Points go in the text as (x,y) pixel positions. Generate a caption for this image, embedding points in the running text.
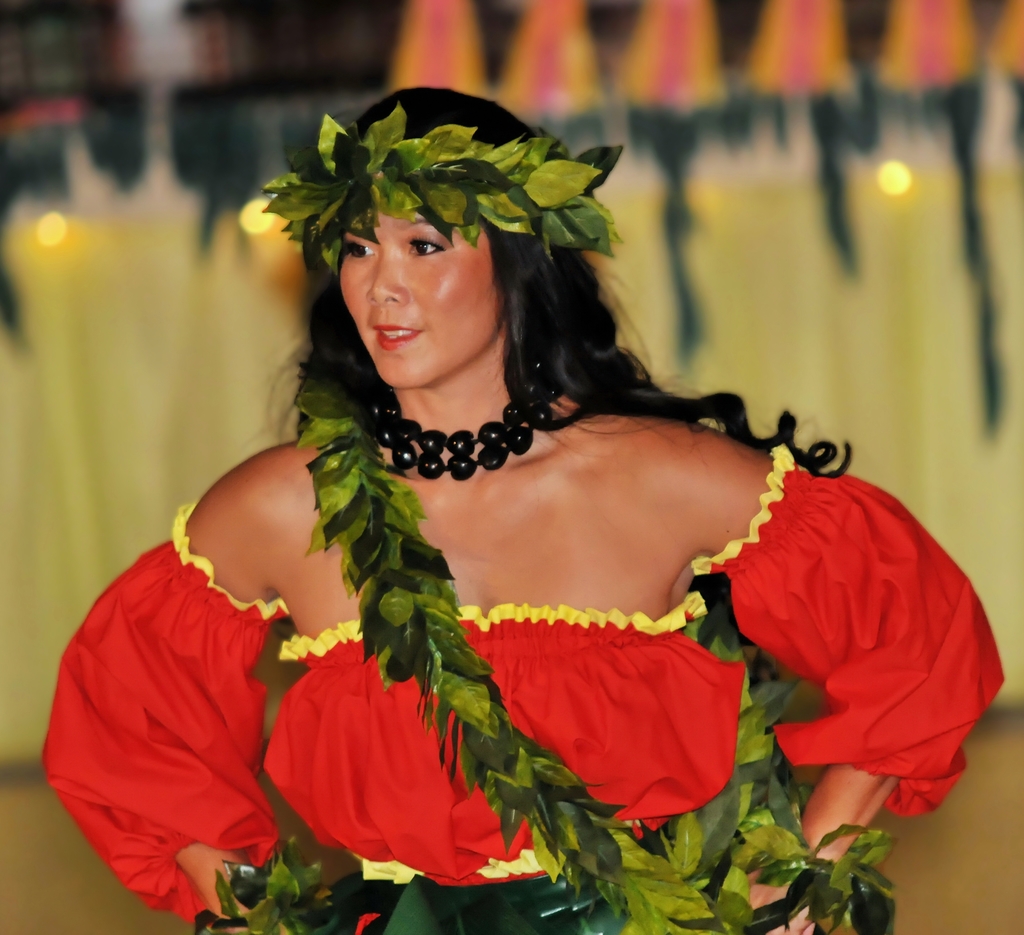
In this image I can see a woman (358,593) is in red color dress (566,754), she wears a black color necklace (467,446).
